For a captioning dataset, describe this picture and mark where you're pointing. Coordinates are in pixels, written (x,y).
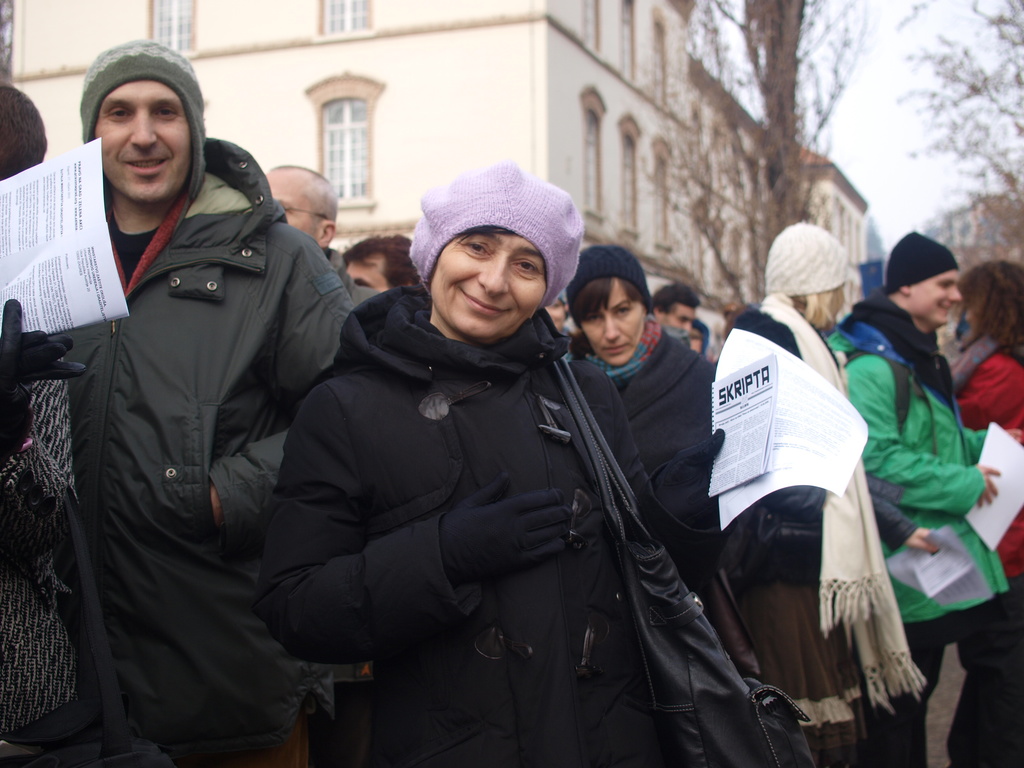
In this image I can see there are few persons (962,381) visible and some persons (945,371) holding papers (795,464) and back side of them I can see building (624,95) and trees (821,125) and the sky (898,116) and a person (450,500) carrying a bag (717,674) visible in the middle (453,486).
